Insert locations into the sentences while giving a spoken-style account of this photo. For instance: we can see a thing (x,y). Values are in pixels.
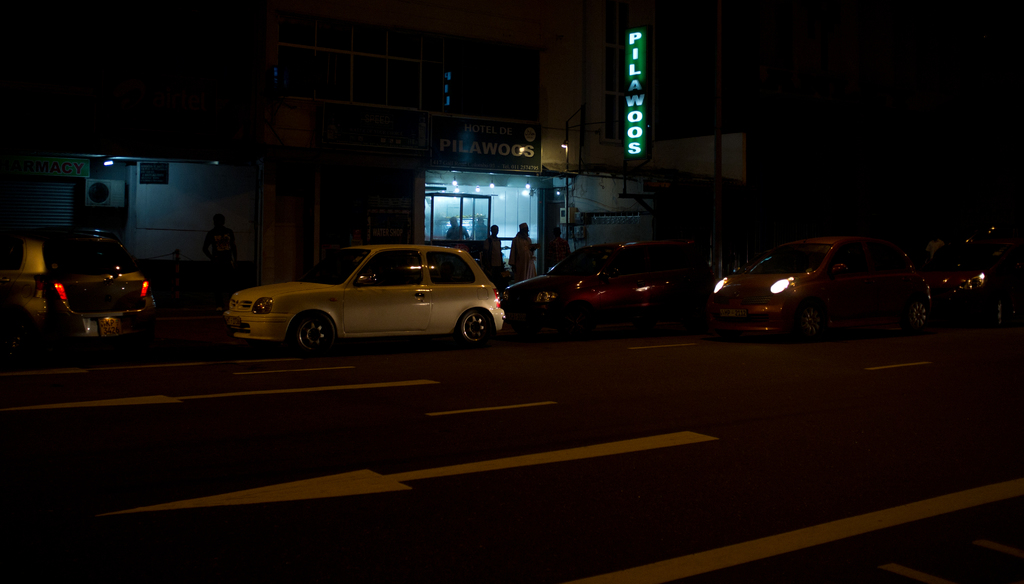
In this image there are vehicles (581,262) moving on a road (703,422), in the background (731,153) there is a building (731,153) near the building (332,225) there are people (226,246) standing.
